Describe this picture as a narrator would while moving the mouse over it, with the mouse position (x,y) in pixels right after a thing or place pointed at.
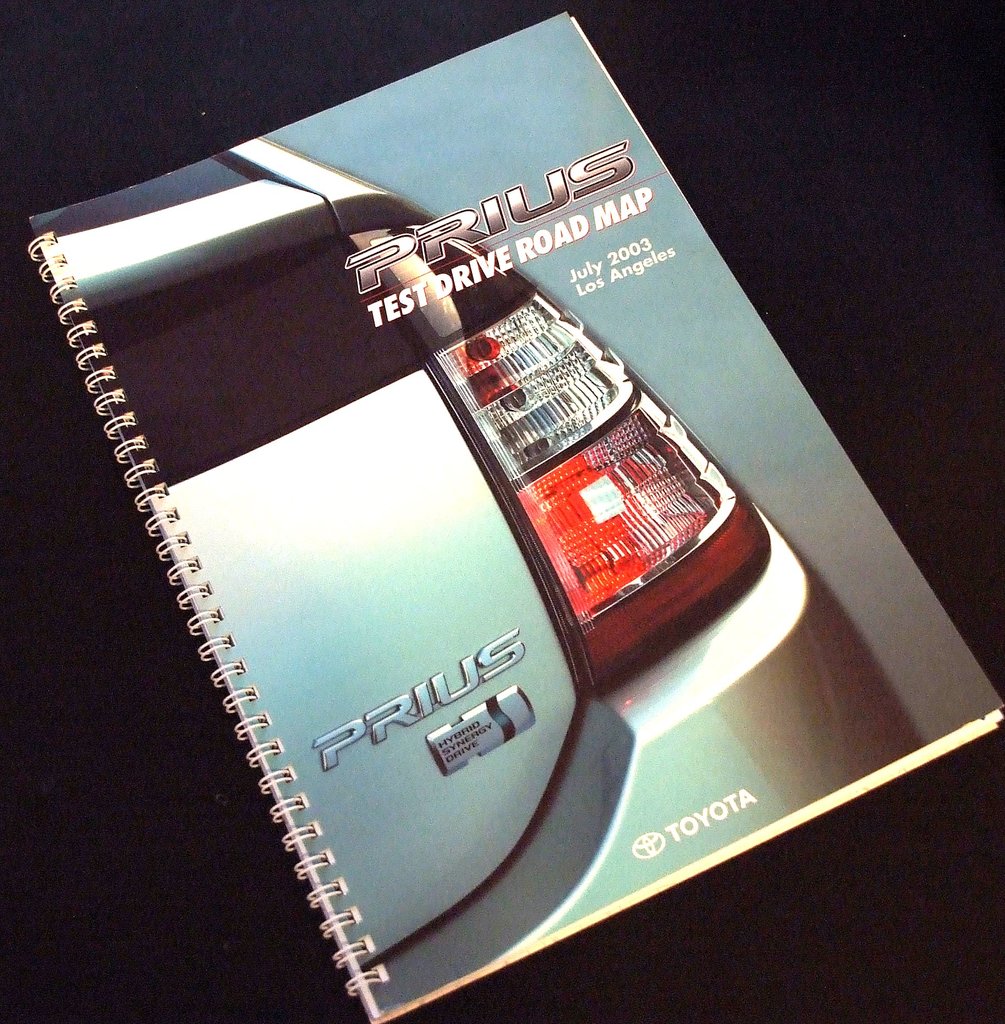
In this image we can see a book (505,542), on which there is a car (403,542) and some text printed on the cover page (480,733) of the book (477,291).
